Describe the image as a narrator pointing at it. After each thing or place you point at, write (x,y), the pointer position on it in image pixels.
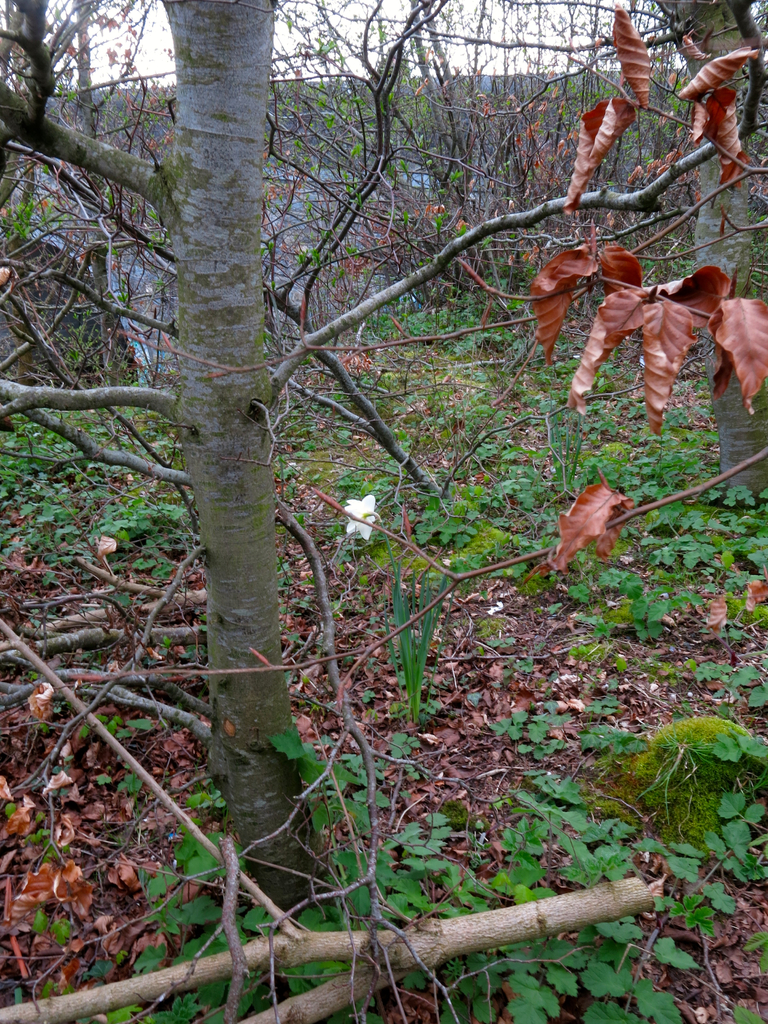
The picture consists of trees (319,195), plants (449,356), dry leaves (13,988) and twigs (280,306). In the background (345,35) there is sky (291,13).
